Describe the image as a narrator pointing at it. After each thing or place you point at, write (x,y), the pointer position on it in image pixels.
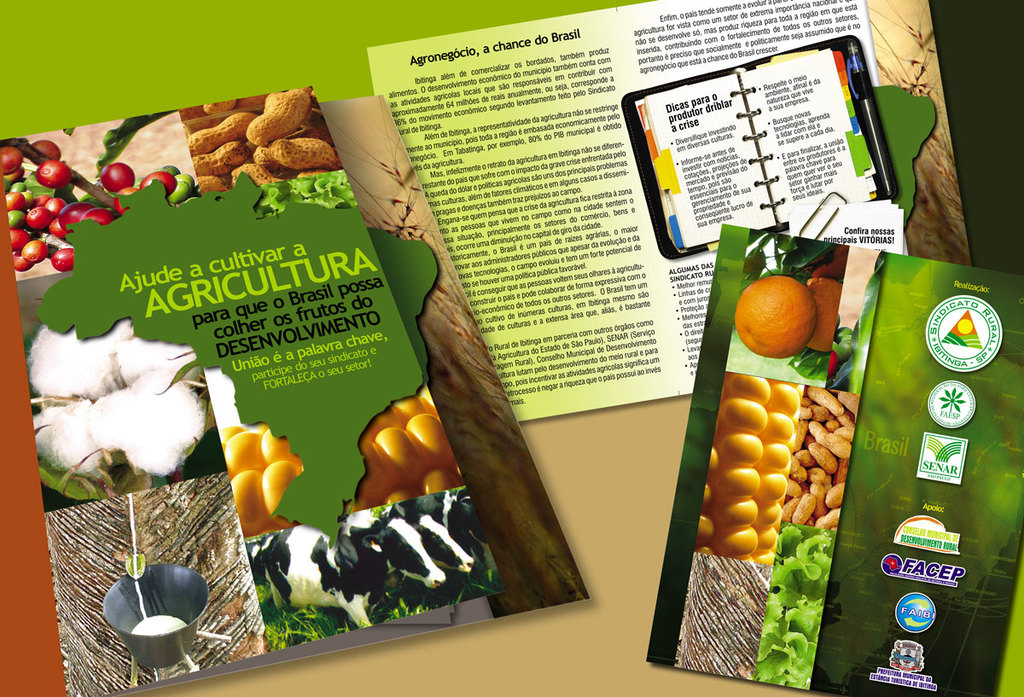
Here in this picture we can see books (355,306) present on a place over there and on the cover pages (257,315) of books (194,267) we can see a bucket (143,588), cows (347,551), corn (748,530) oranges (766,346) and peanuts (263,150) present on it over there.
